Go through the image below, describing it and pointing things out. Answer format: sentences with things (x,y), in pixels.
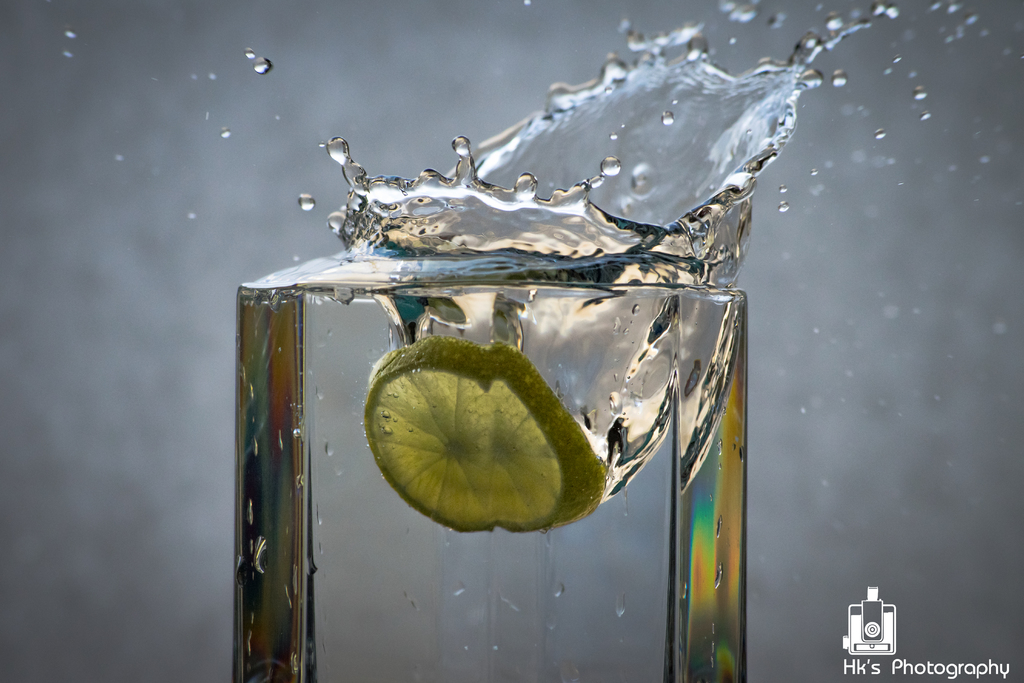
There is a lemon piece (481,414) in the water (587,383). Which is in the glass (684,664). There are water drops (569,153) coming out from the glass (652,368). In the right bottom corner (906,672), there is watermark (851,651). And the background (66,94) is blurred.
